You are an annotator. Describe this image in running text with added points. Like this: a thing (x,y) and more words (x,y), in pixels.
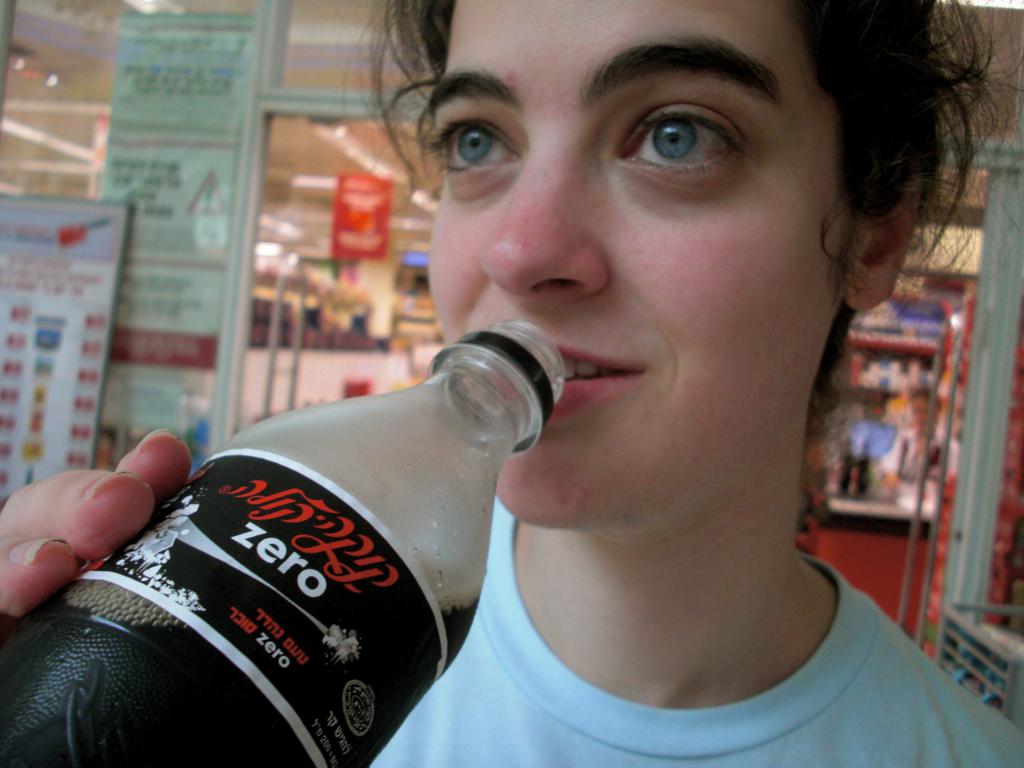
In this picture we can see one woman (951,143) is standing in front of the store (416,289) and drinking.
